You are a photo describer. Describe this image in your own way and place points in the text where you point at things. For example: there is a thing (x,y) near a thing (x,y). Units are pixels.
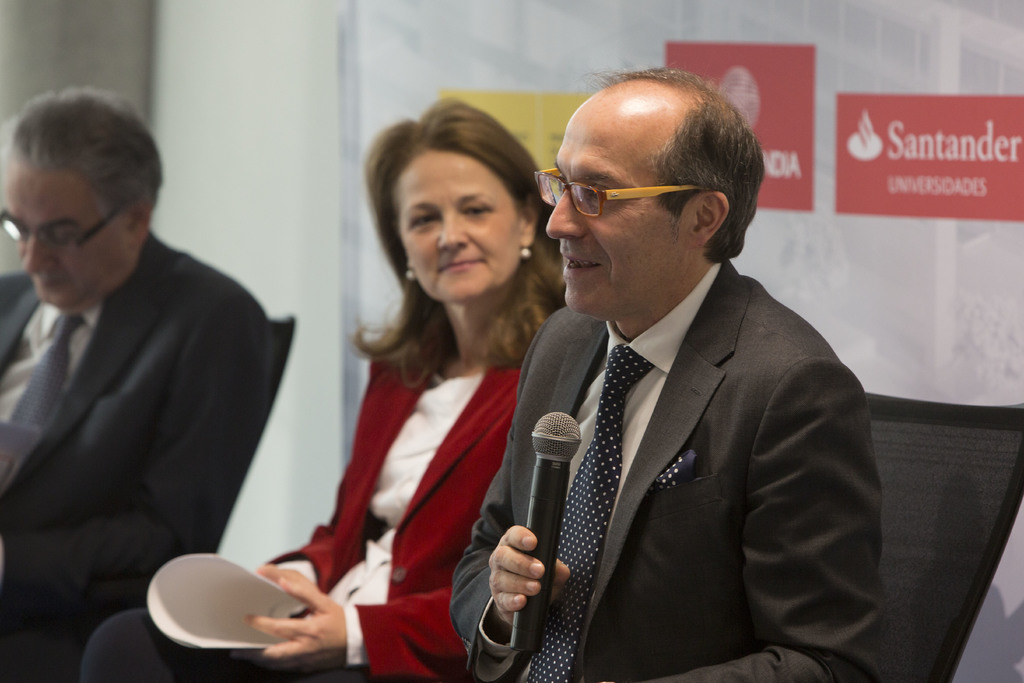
This picture shows three people (484,497) seated on the chair (948,608) and we see a man (795,589) holding a microphone (554,446) in his hand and speaking and a woman (512,228) watching him by holding a paper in her hand (334,645).
